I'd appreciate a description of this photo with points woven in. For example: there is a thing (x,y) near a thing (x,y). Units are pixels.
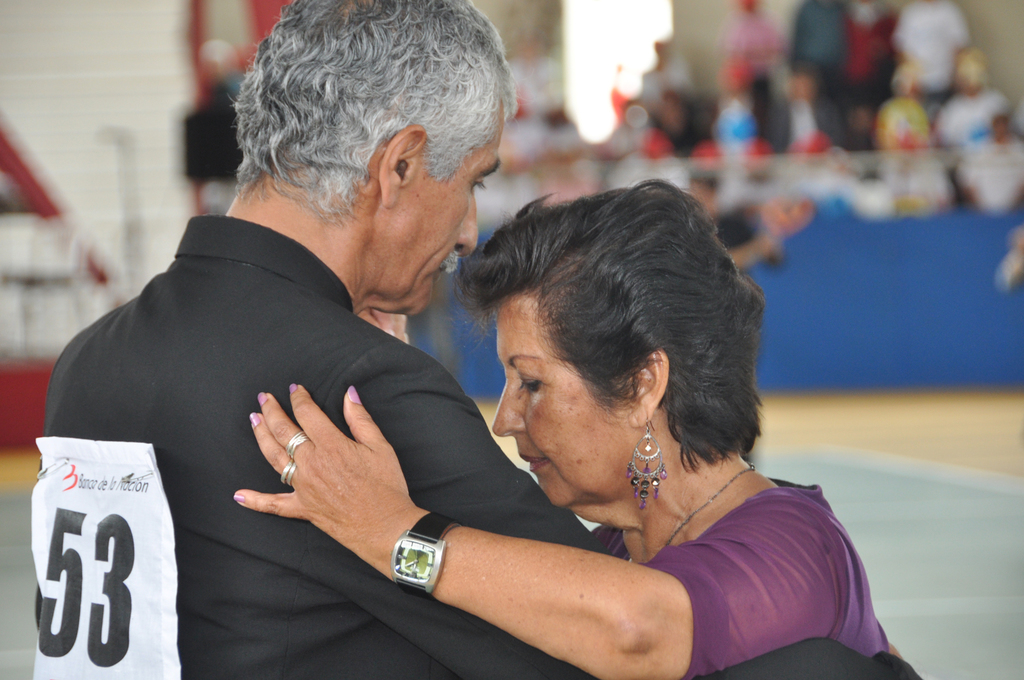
In this picture there is a man (178,476) with black shirt (465,476) is holding the woman (731,600). At the back (960,84) there are group of people (536,86) behind the board (949,316). At the bottom (946,586) there is a floor (29,573).
